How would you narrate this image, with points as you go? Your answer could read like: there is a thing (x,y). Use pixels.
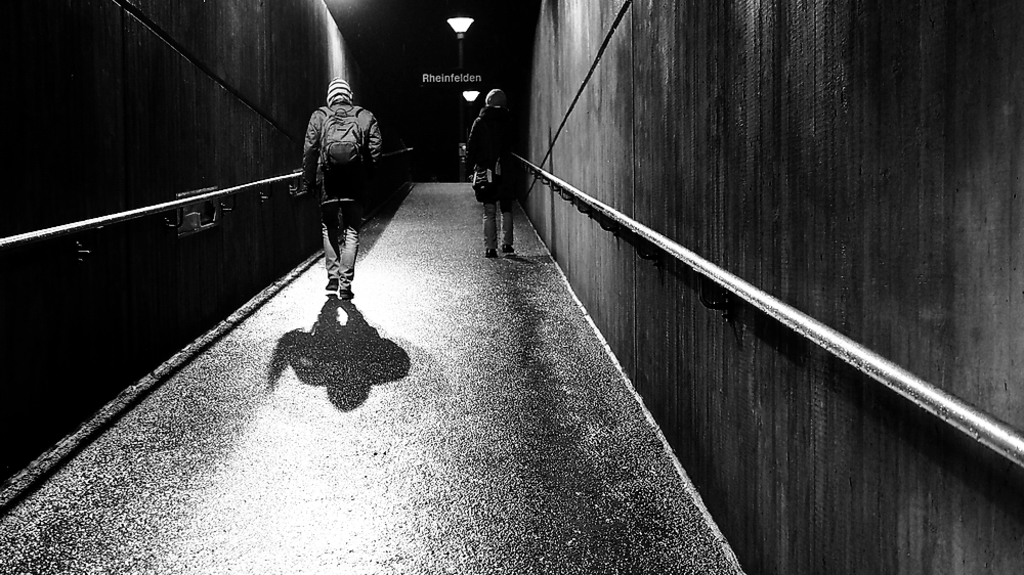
In this image, we can see people (327,170) wearing bags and walking. In the background (464,39), there is a light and there is a wall (827,135).
